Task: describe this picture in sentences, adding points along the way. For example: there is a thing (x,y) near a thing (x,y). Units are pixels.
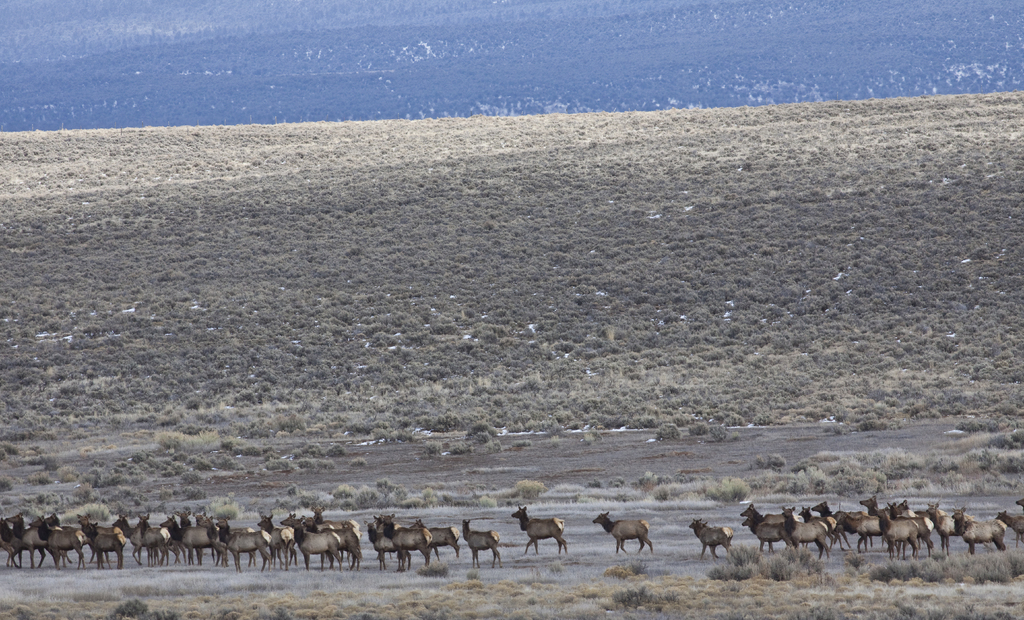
In this image we can see the animals (973,530) on the ground (294,575). Image also consists of dried shrubs (738,401) and also the dried grass (738,596). At the top (553,59) we can see the hill (632,67).
